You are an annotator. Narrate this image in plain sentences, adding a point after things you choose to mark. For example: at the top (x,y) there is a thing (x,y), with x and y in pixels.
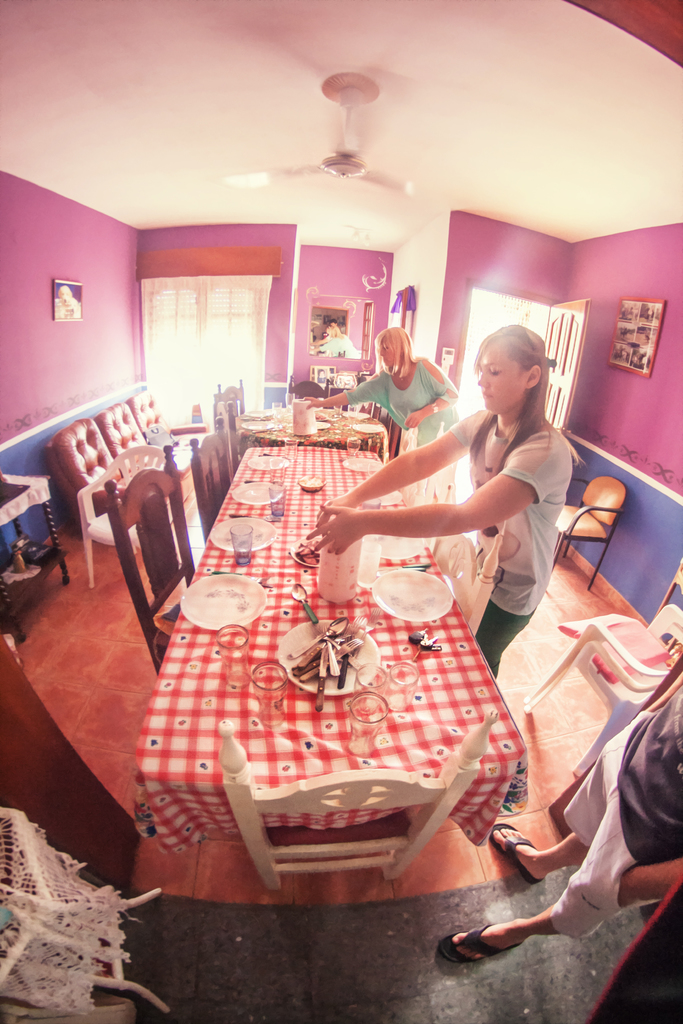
In this image there are three people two women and one man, the women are standing and working. There is a table (259,566) on which there are spoons (323,638), bowls (412,594), bottle (330,568) and a cloth (181,739). There are chairs (170,525) around the table (344,475) and there is sofa (117,428) to the left corner (135,410) and there is a door (564,325) at the right corner (566,337). At the top (354,177) there is a fan (343,155).
